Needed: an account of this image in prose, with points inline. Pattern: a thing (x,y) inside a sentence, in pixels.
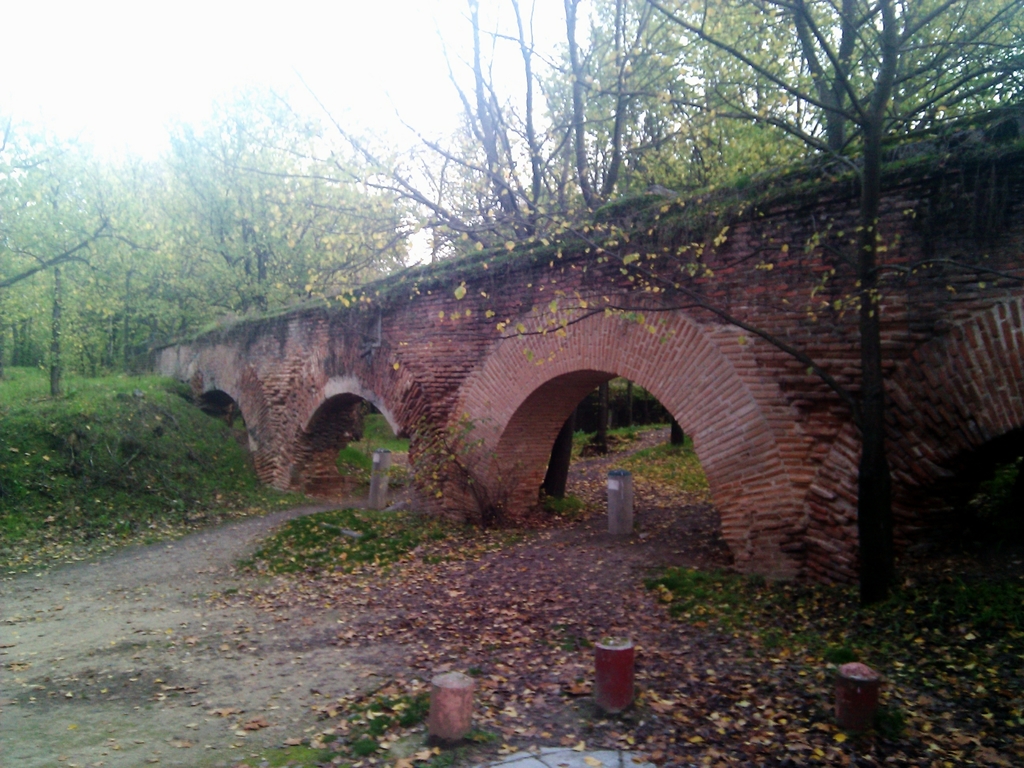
In this picture we can see a few dry leaves (509,588) and other objects (626,660) on the ground (377,671). There are some arches (708,418) visible on the wall (193,356). Some grass (172,410) is visible on the ground (17,618). There are a few trees (291,193) visible in the background (180,301).
